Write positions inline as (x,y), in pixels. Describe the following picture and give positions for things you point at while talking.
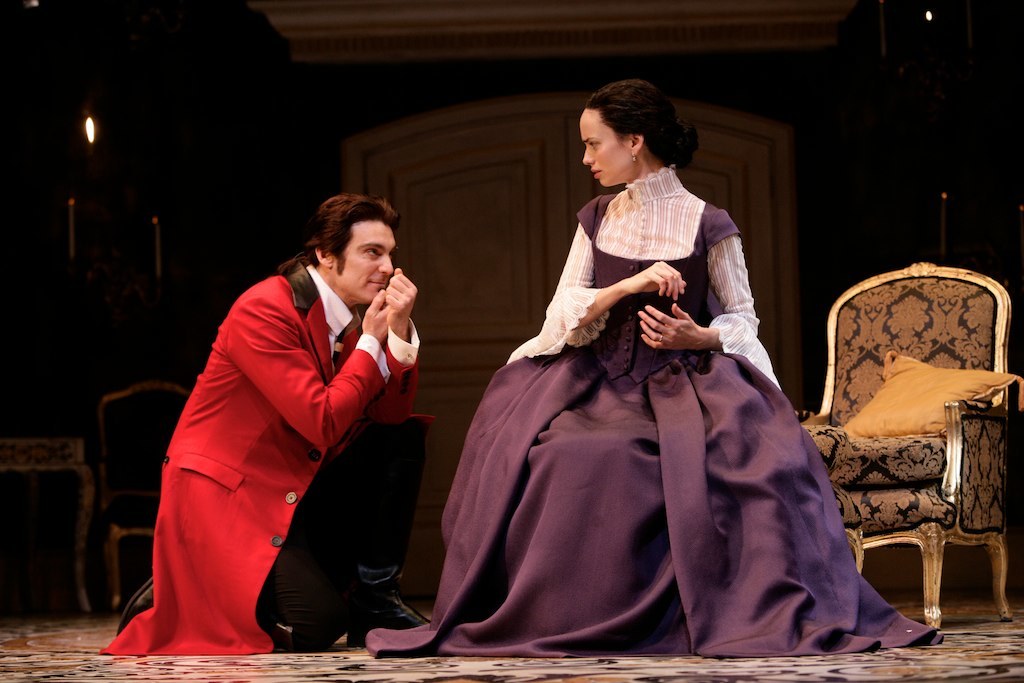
In this picture we can see man (338,561) wore red color coat (260,415) and sitting on knees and smiling and beside to his woman (613,223) sitting on chair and in background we can see light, table (79,539) and it is dark.
